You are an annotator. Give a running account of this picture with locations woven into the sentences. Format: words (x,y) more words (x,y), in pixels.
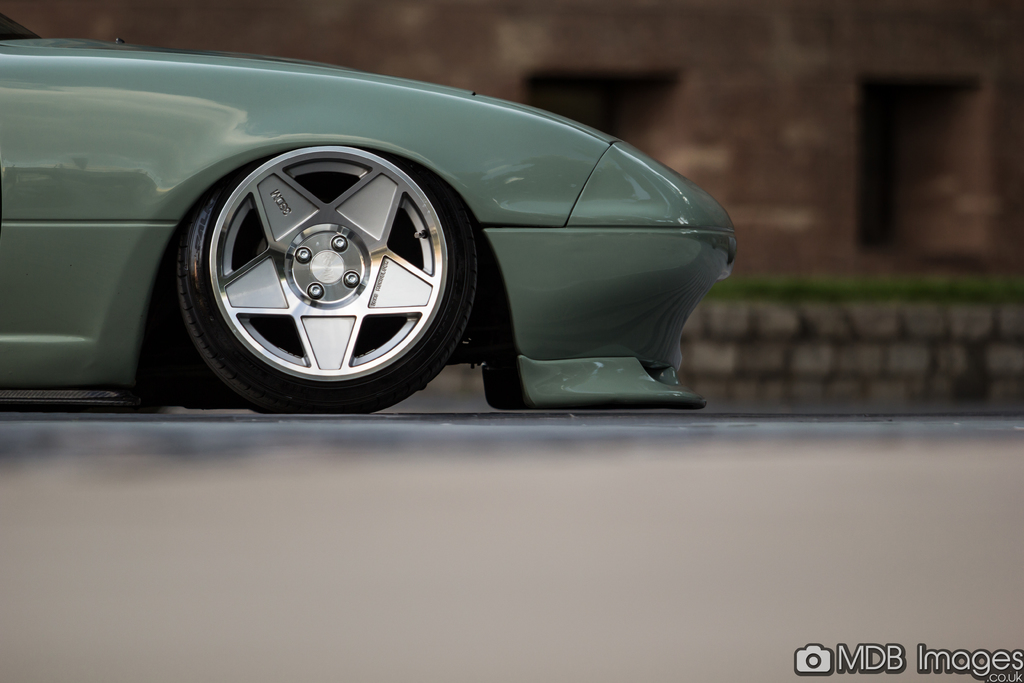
In this picture we can see a wheel (224,217) of a vehicle (512,274) on the platform (594,424) and in the background (860,400) we can see a wall (817,361) and some objects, in the bottom right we can see some text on it.
